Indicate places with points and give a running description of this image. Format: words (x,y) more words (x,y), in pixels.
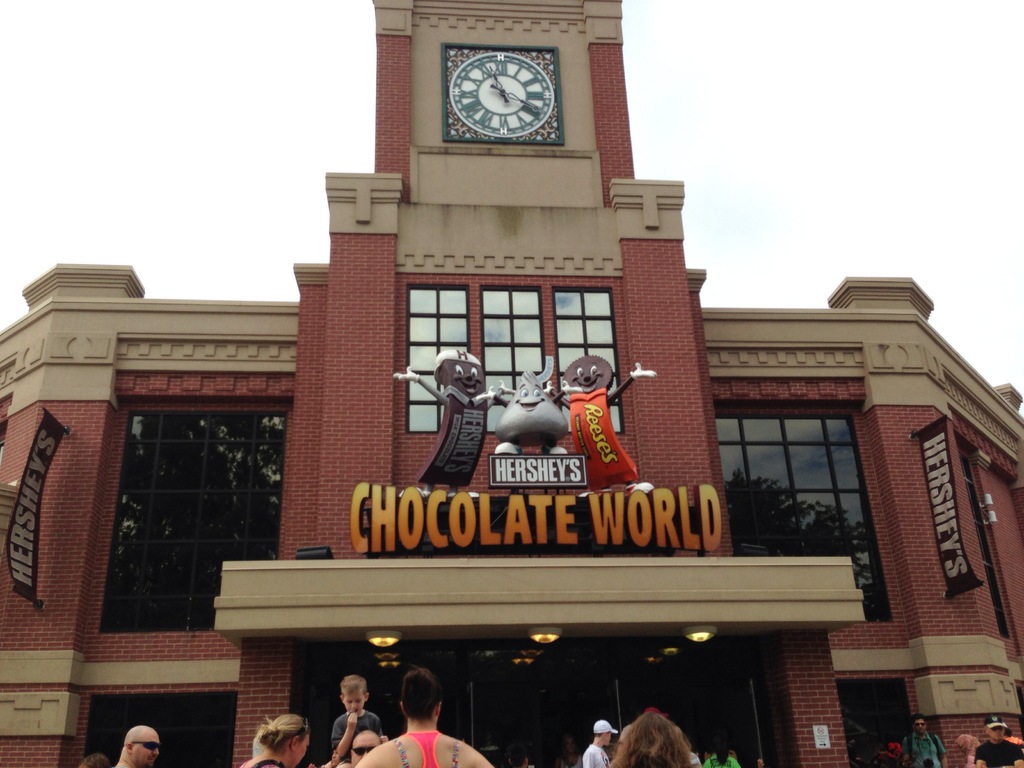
It is a building (828,385) there are chocolate toys (537,432) on it. At the top (523,89) it's a clock (512,67).
